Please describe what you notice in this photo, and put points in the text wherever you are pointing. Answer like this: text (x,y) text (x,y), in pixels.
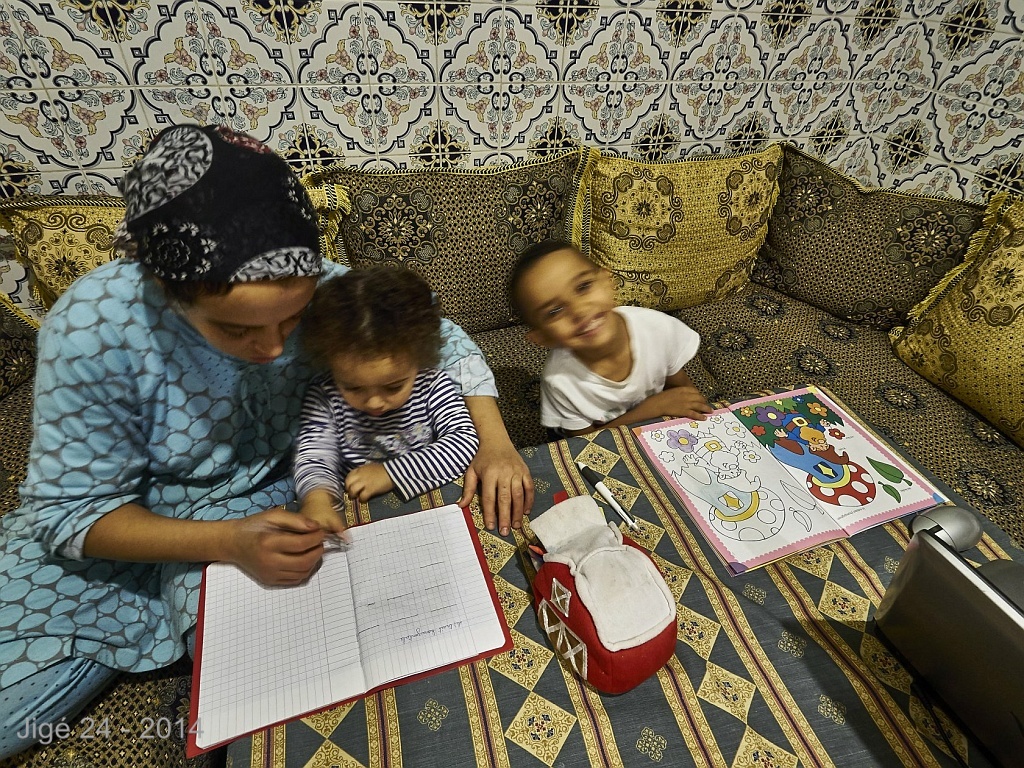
In this picture we can see a woman (302,405) and two kids (406,329) sitting on the couch (515,393) and there are cushions (980,349) on the couch (68,735). In front of the kids (418,337), it looks like a table (450,725). On the table (499,737), there are books (452,546), pen (613,506), laptop (918,558), mouse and an object (580,589). In the bottom left corner of the image (110,720), there is a watermark (90,730).
